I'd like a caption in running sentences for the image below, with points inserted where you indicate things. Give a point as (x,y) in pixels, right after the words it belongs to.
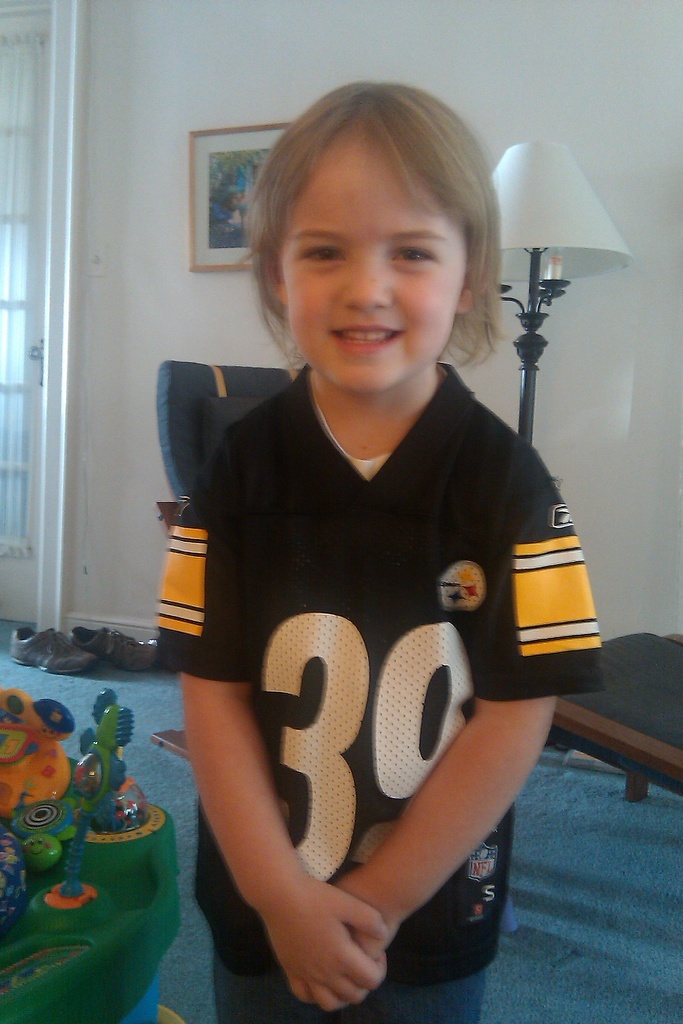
In the image there is a kid (393,571) standing in the foreground (365,565) and on the left side (91,764) there are some toys (74,880) and in the background (45,655) there are a pair of shoes (75,648), lamp (552,260) and behind the lamp (556,268) there is a wall (170,266). In front of the wall (245,118) there is a photo frame (244,188).
